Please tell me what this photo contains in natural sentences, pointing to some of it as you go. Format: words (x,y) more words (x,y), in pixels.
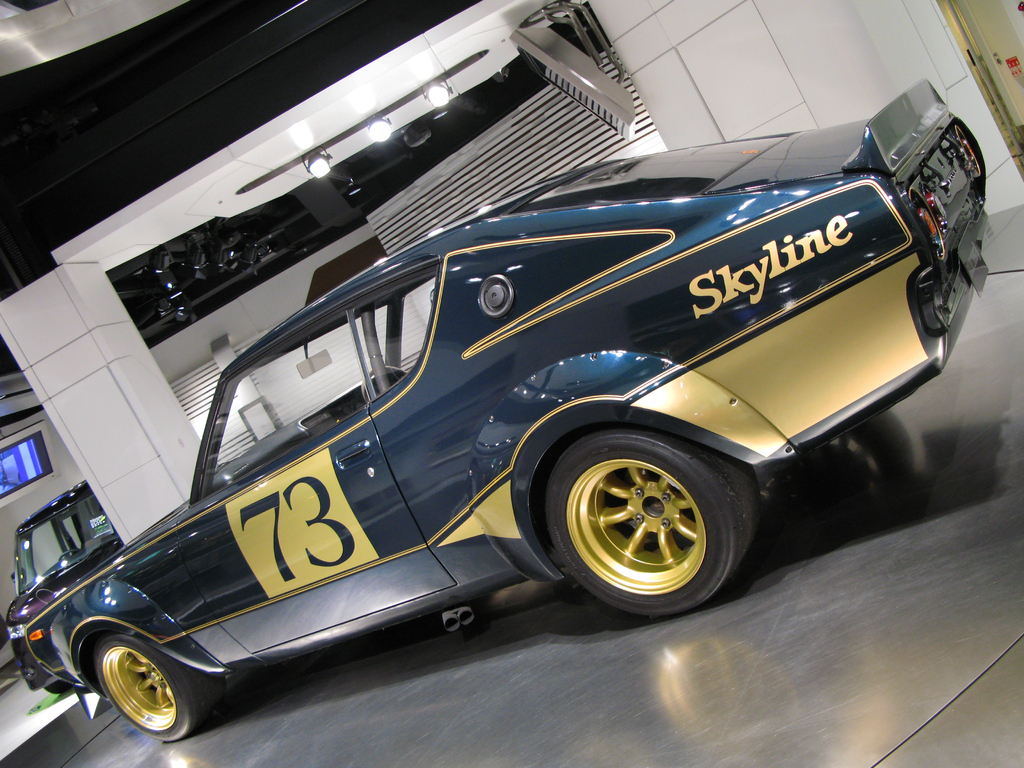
In this image we can see a car (97,674) which is blue and gold in color and some text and number (288,529) on the car (182,561).
